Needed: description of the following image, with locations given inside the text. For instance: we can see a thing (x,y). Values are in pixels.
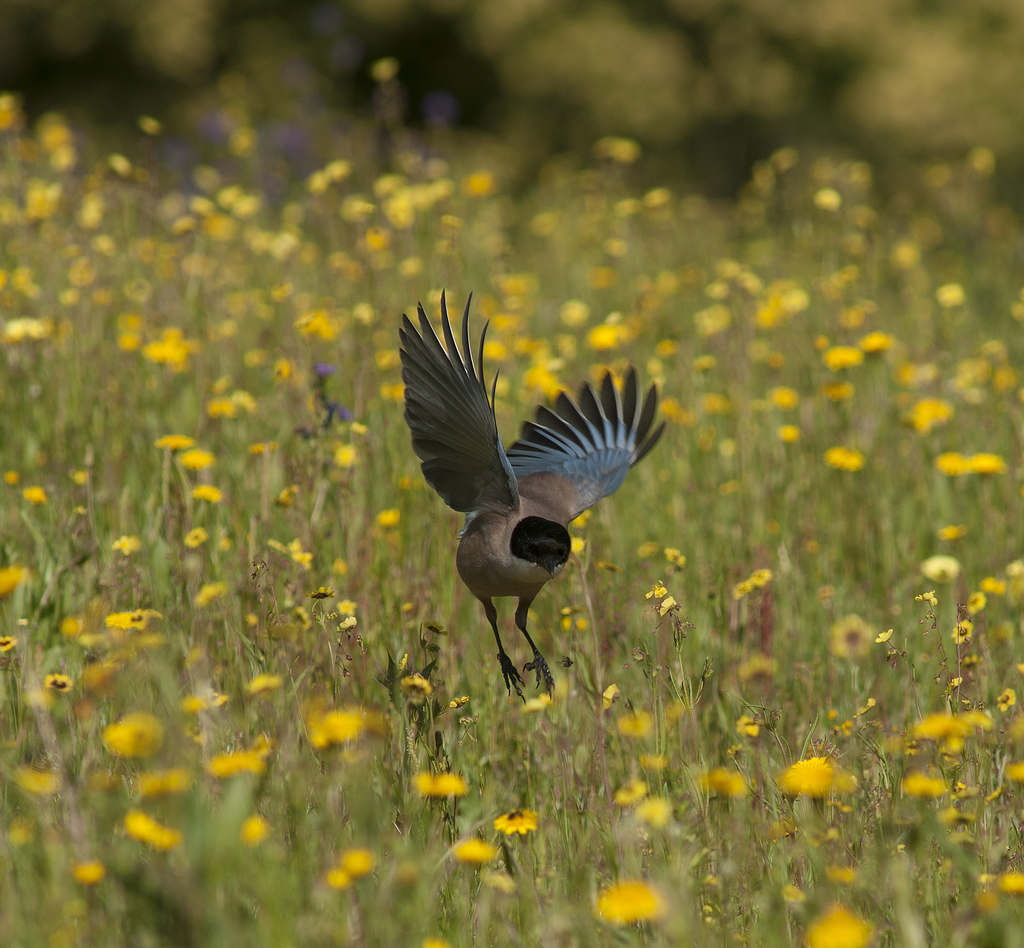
In the center of the image (478,449) there is a bird (548,666). At the bottom of the image (355,695) there are flower plants (594,278).
